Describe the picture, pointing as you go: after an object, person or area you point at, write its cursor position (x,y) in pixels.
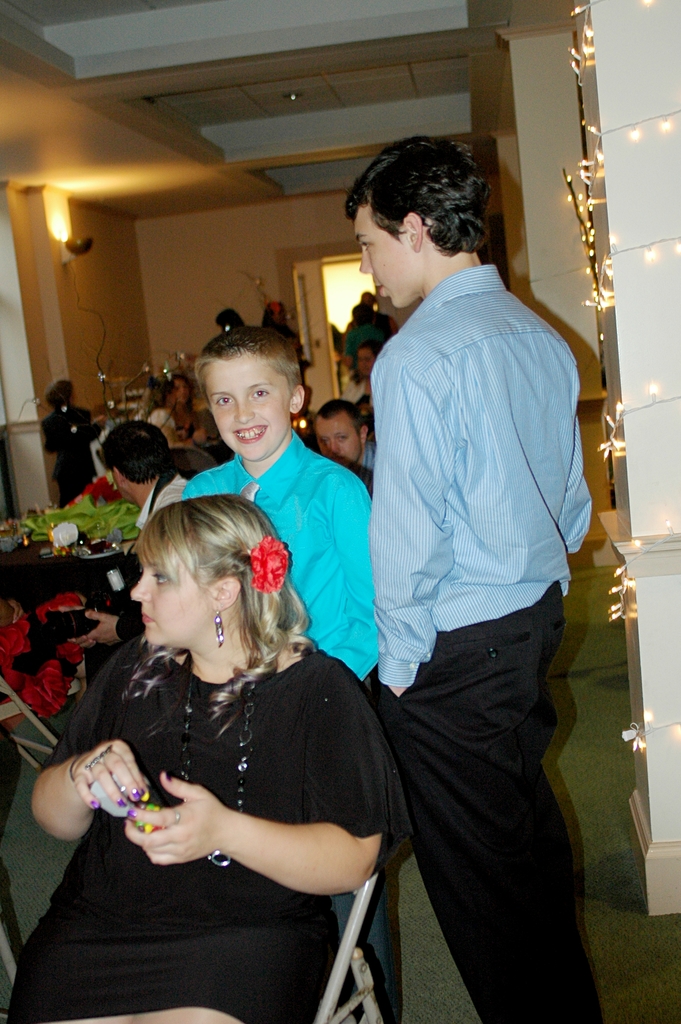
In front of the image there is a lady (174,821) sitting on the chair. Behind her there are two boys (389,498) standing. Behind them there are few people (140,435) standing and also there is a table (80,560) with a few items (82,508) on it. On the right corner of the image (613,122) there is a pillar (648,307) with lights (586,54). And in the background (85,200) there is a wall (491,212) with a door (330,388) and a lamp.
